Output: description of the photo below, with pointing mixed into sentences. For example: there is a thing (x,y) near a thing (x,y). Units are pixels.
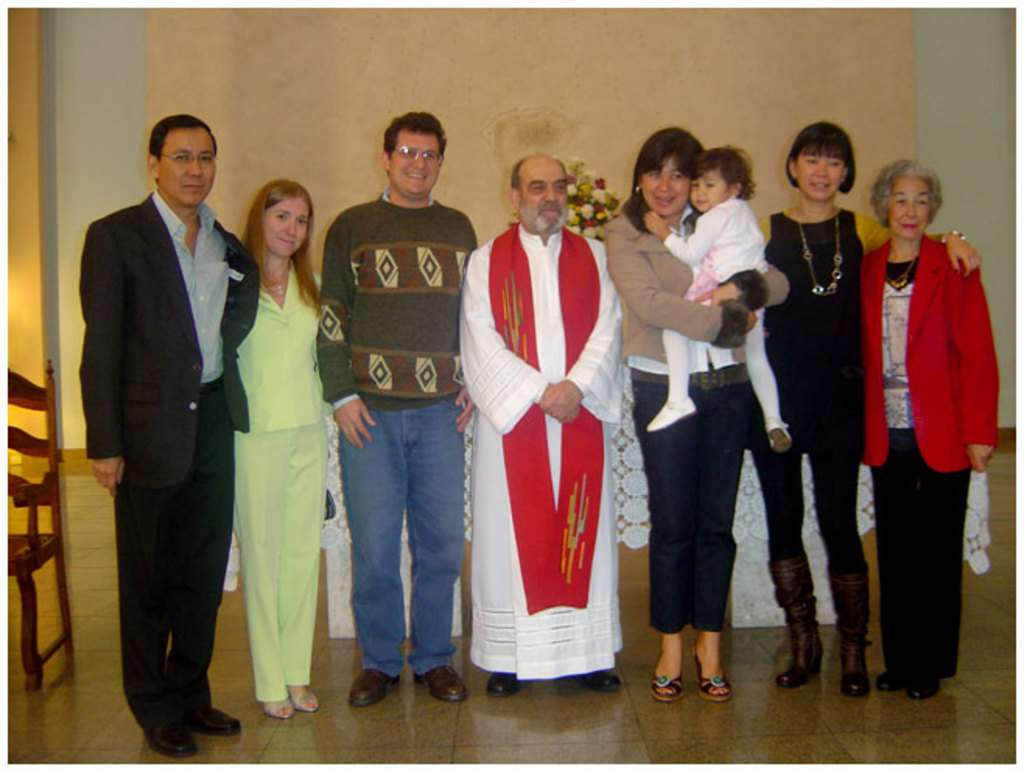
In this image in the center (357,444) there are group of persons (390,398) standing and smiling. On the left side (48,443) there is an empty chair (29,453). In the background (539,94) there are flowers (587,192) and there is a wall (648,76) and there are objects (627,490) which are white in colour.
